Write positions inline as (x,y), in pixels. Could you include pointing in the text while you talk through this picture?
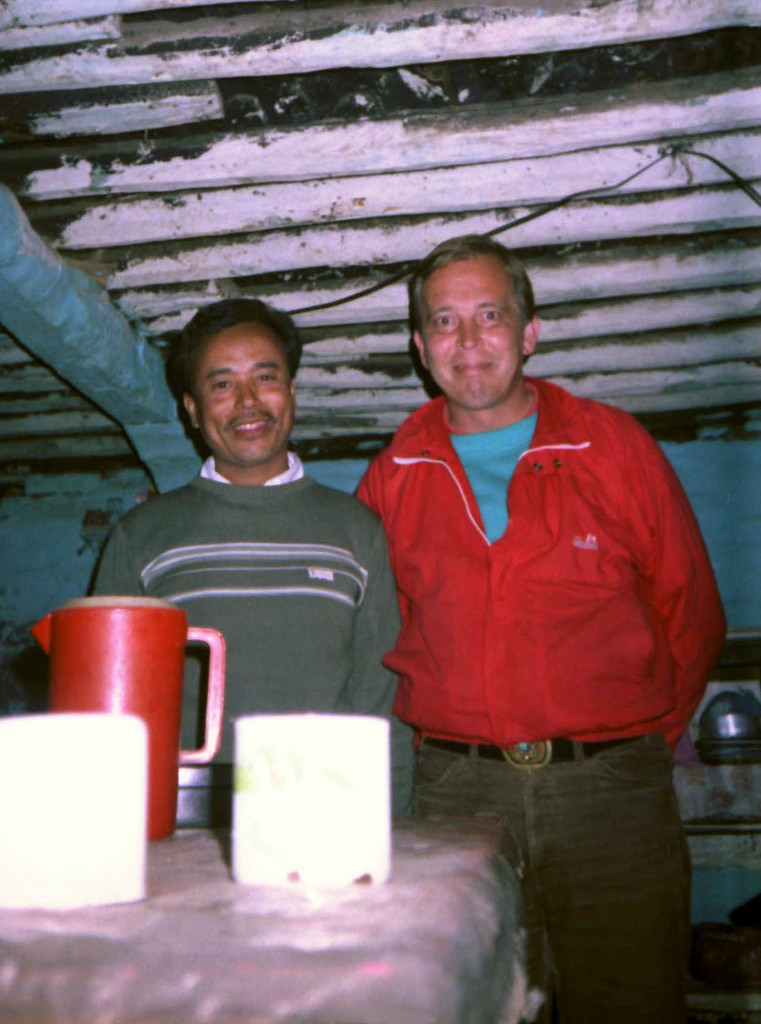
In this image, we can see the table (184,884), on the table (195,884), we can see a water jug (172,728) and some objects (86,899). We can see two men (431,592) standing, at the top (335,219) we can see the shed (268,117).
